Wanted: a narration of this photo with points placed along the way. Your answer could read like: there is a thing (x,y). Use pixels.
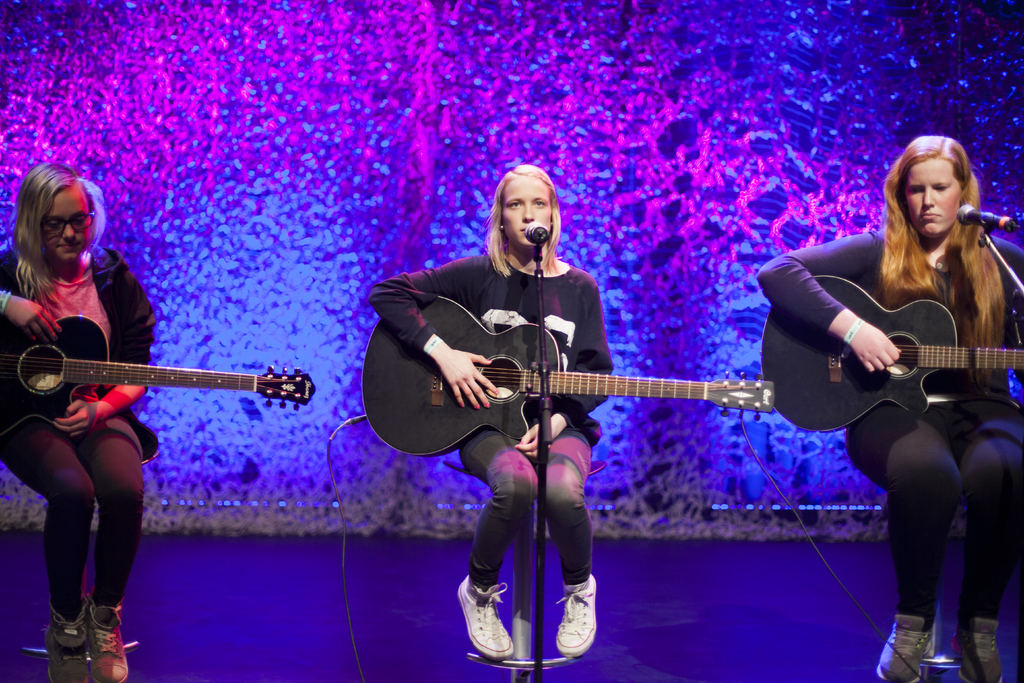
Here we can see that a woman (509,248) is sitting on the chair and holding a guitar (496,372) in her hand (494,389), and in front here is the microphone (537,236), and at beside a woman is sitting and playing the guitar (766,333), and here a woman (133,322) is sitting and holding the guitar (144,379), and at back (569,97) there is the wall (543,94).
